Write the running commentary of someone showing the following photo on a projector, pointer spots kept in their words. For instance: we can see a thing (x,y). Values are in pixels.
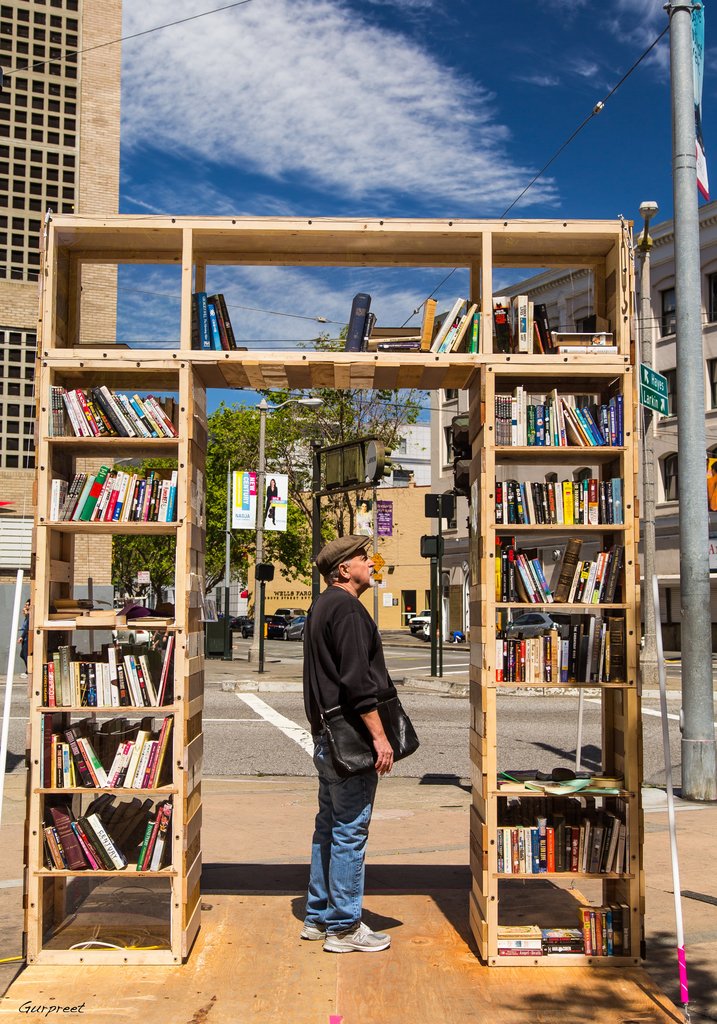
This is an outside view. Here I can see many books (521,429) arranged in the racks (570,381). In the background (271,760) there is a road (420,720). Here I can see a man (350,661) standing facing towards the right side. In the background (260,439) there are many buildings (439,449), trees (285,443), poles (268,572) and vehicles (247,622). On the right side (685,411) there is a pole (694,667) on the footpath (663,798). At the top of the image (443,113) I can see the sky (416,110) and clouds (335,140).
